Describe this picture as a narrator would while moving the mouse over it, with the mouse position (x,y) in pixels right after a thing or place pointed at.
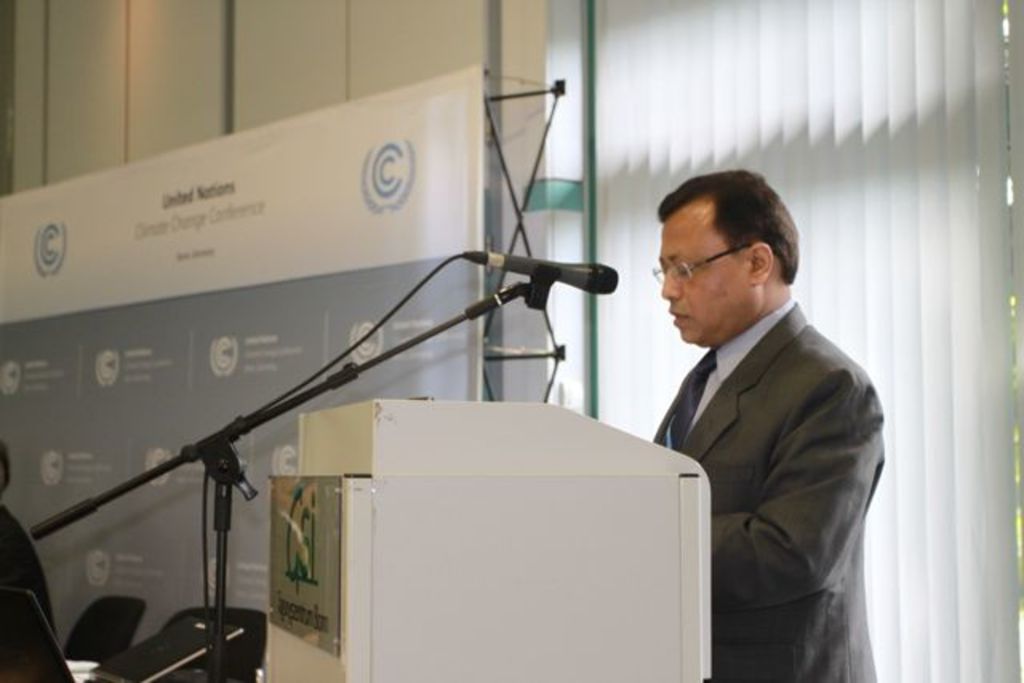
In this picture we can see a person (757,299) standing in front of the podium (364,511). We can see the text (297,609) and a few things (285,495) on a board (298,491) visible on the podium (351,423). There is a laptop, chairs (233,672) and window blinds (853,175). We can see the text (248,365) and other things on the banner (440,112). There are other objects (223,682).
